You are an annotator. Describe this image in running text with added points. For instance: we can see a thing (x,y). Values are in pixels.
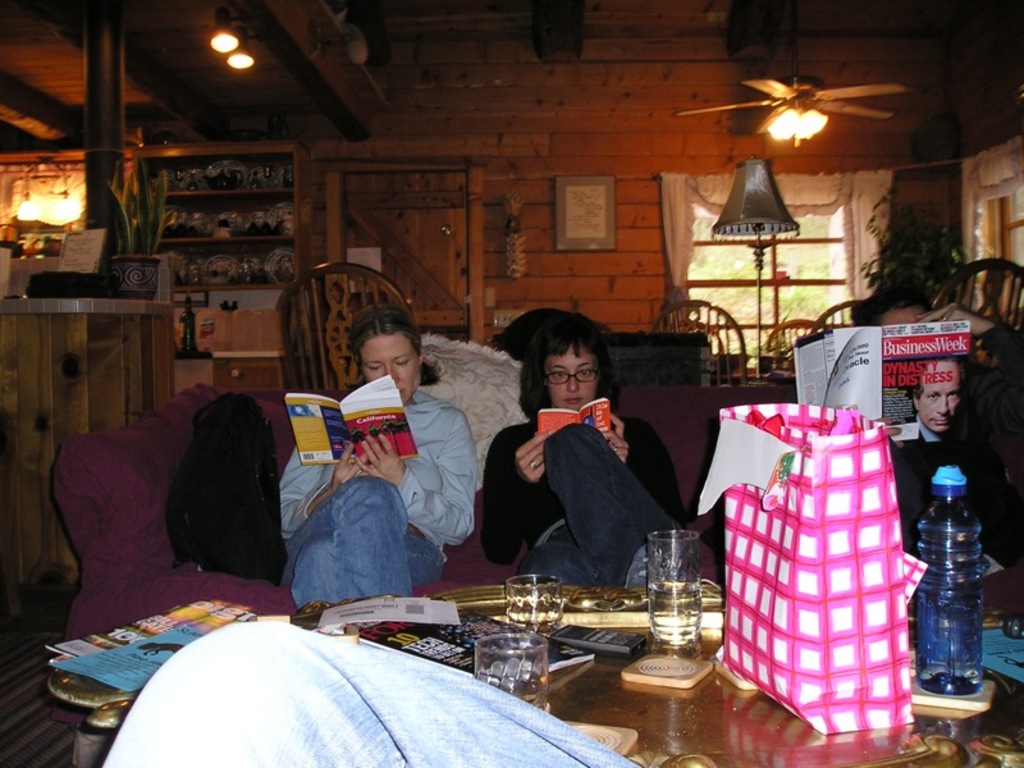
This picture describes about group of people (615,473), they are seated on the sofa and they are reading books (313,428), in front of them we can find few glasses (667,563), books (95,641), bag (729,606), bottle (927,532) and other things (599,640) on the table (707,650), in the background (917,235) we can see a plant (921,247), few lights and a wall frame (584,239) on the wall (603,254).
